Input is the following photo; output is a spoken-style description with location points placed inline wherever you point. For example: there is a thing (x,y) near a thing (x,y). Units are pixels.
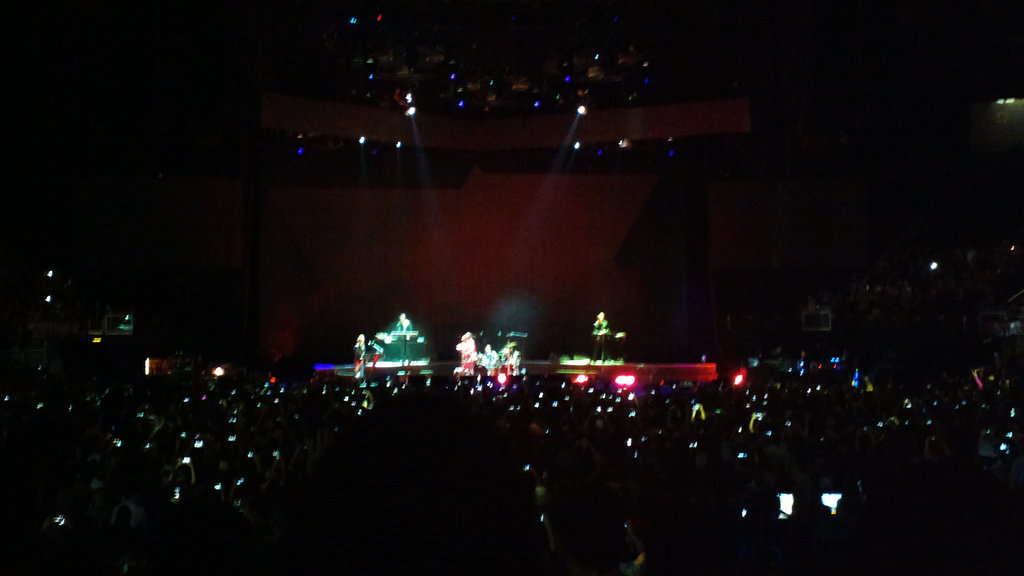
In this image it seems like people (225,522) holding phones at the bottom (104,527). There are people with some objects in the background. And there lights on roof (298,20) at the top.
